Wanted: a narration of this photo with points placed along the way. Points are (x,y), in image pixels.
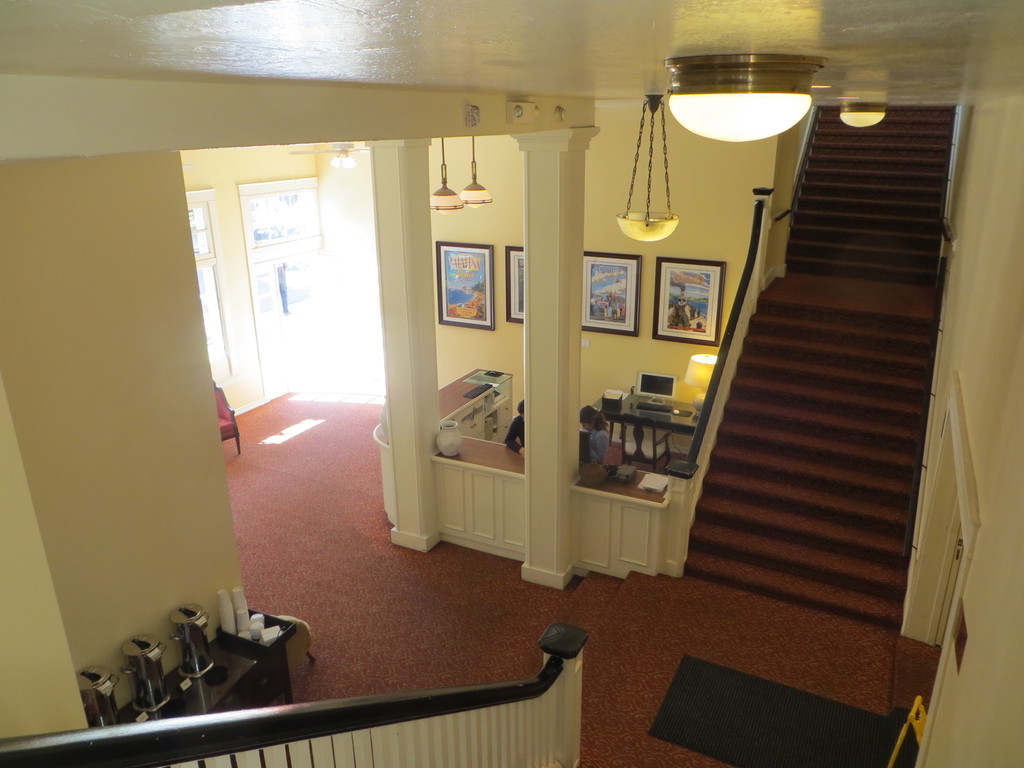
In the picture I can see the staircase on the right side (731,545). There is a carpet (722,683) on the floor (707,760). There is a lighting arrangement (767,112) on the roof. I can see the painting boards (450,285) on the wall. I can see the stainless steel storage containers (148,676) on the table (205,687), which is on the bottom left side (105,672) and there are plastic glasses (252,636) in the plate (272,619). It is looking like a chair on the floor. I can see the glass windows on the top left side (293,230). I can see two persons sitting at the desk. There is a computer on the table (666,414).
